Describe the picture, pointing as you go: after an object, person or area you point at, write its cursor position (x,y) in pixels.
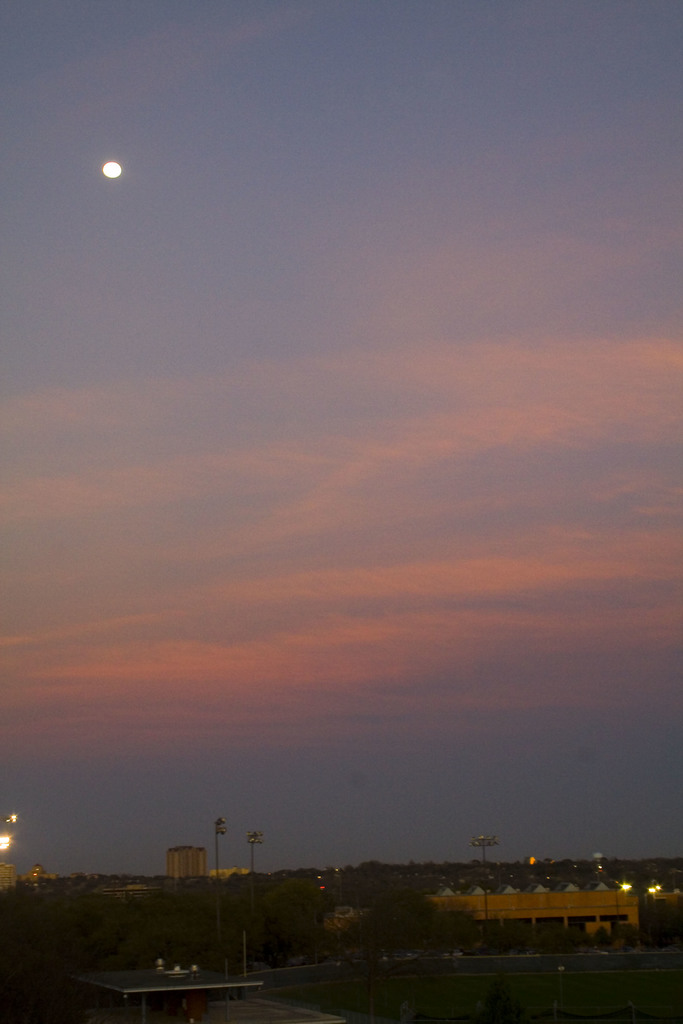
At the bottom of the picture (418,917), we see the road (558,962), trees (210,941), street lights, poles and buildings (115,894). At the top (376,282), we see the sky (357,290) and the moon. This picture might be clicked outside the city.
